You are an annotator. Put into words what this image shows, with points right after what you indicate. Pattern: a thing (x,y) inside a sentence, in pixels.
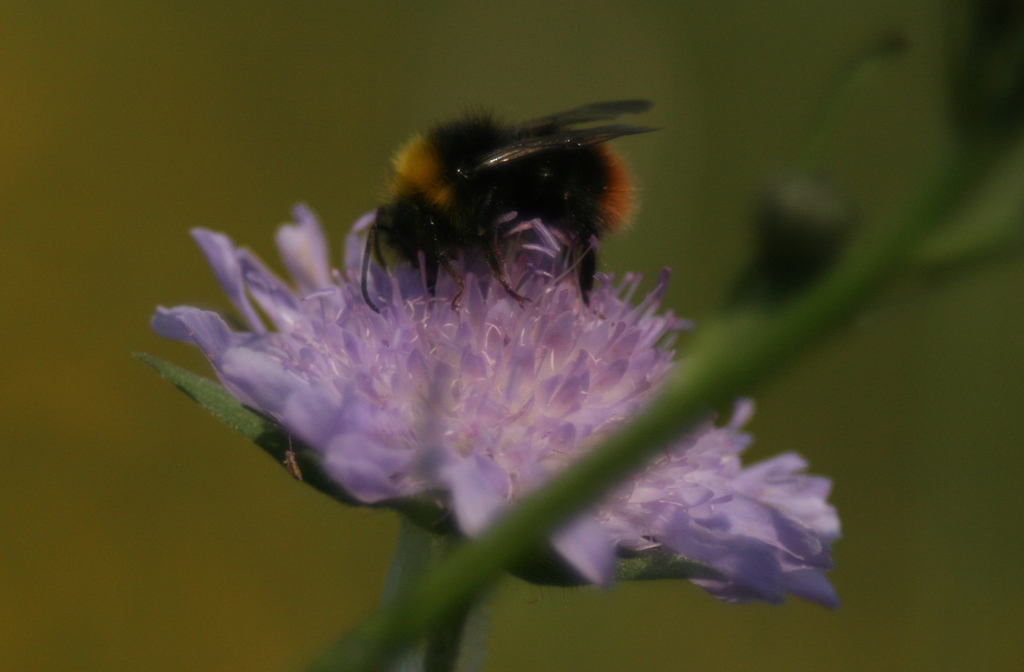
In this picture we can see an insect (615,185) on a flower (554,342), stem (803,312) and in the background (789,169) it is blurry.
